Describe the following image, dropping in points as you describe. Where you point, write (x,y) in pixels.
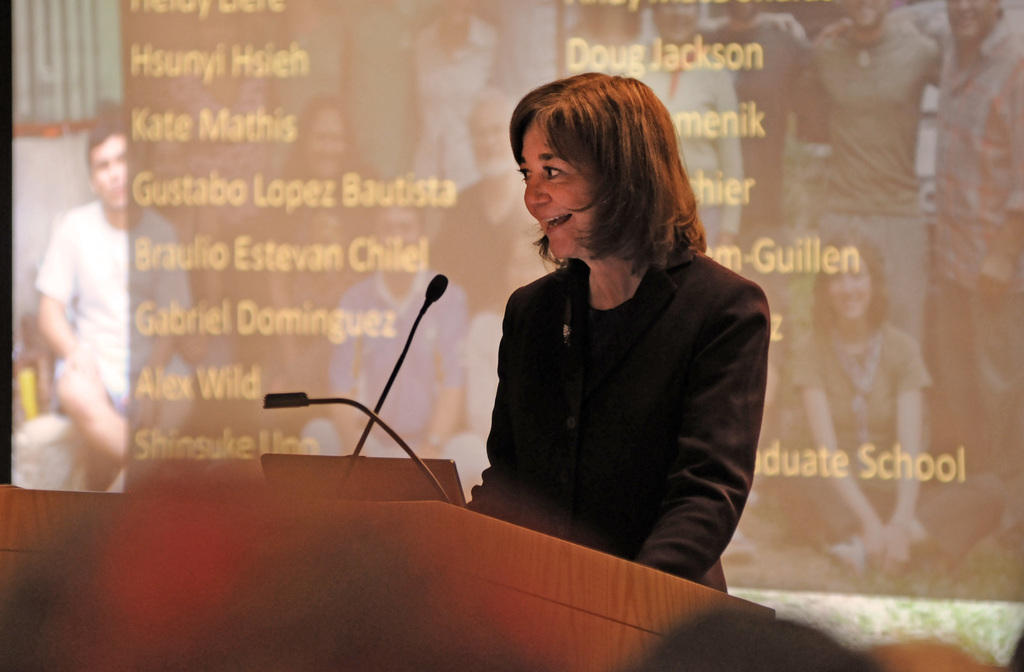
In this image in front (614,482) there is a person (556,282) standing in front of the dais (610,567). On top of the dais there is a laptop (363,467) and a mike (392,376). In the background of the image (421,184) there is a screen (227,245).
